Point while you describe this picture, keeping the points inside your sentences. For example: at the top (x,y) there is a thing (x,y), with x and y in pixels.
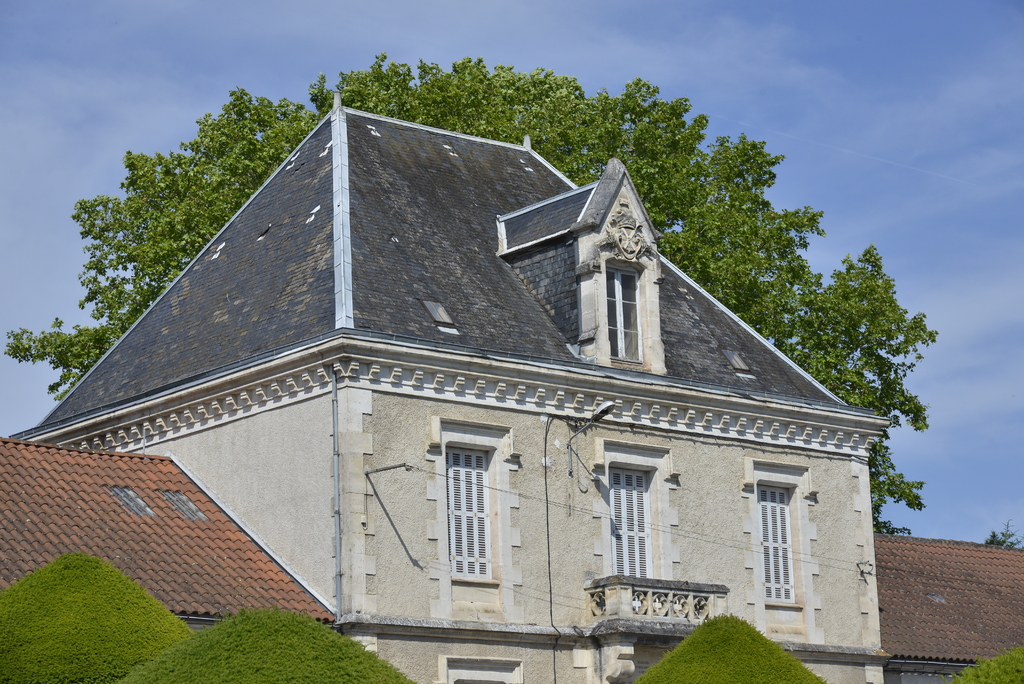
In this image I can see buildings (378,444) in the center of the image (654,393) and trees (235,669) at the bottom of the image (90,678) and another tree (596,142) behind the building (433,170). At the top of the image (420,30) I can see the sky (464,27).
